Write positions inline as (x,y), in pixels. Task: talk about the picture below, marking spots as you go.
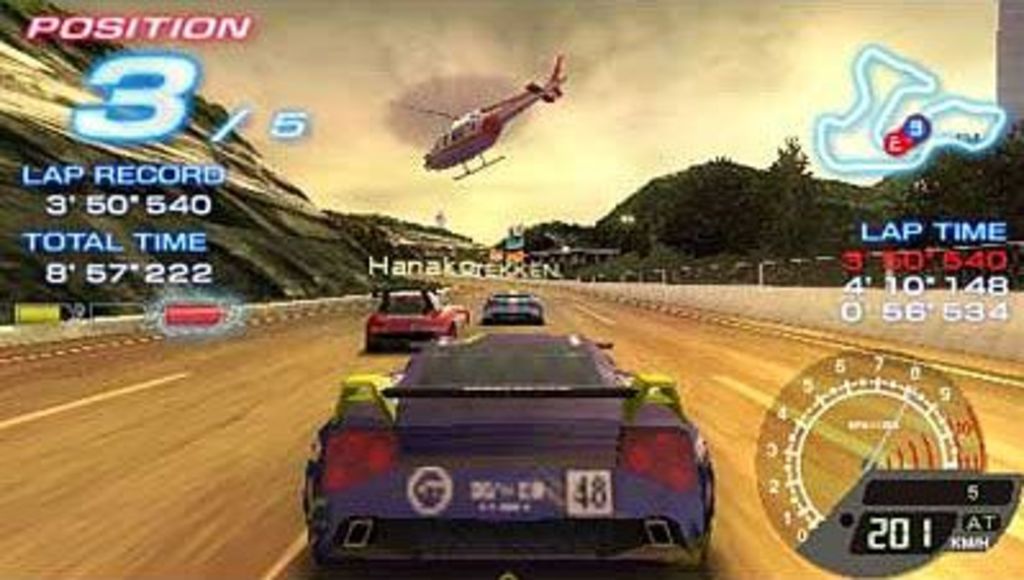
In this image we can see the cars (428,351) on the road (381,359). Here we can see the helicopter (475,154). Here we can see the trees (973,212) on the right side (898,221). Here we can see the speedometer (827,454) on the right side (846,437).
